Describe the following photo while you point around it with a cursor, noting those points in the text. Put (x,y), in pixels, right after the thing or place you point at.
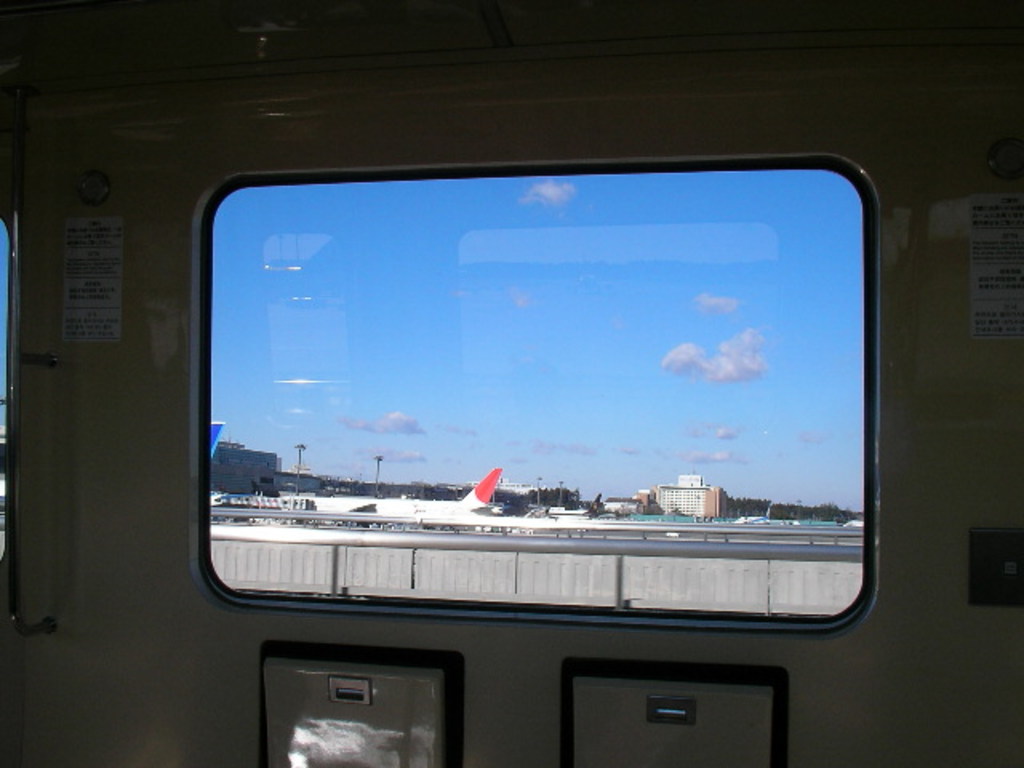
In this image we can see there is an airplane (468,505), window (574,488), buildings (708,505), trees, poles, steel rods (716,527) and a sky (304,217). And there is an inside view of a vehicle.
